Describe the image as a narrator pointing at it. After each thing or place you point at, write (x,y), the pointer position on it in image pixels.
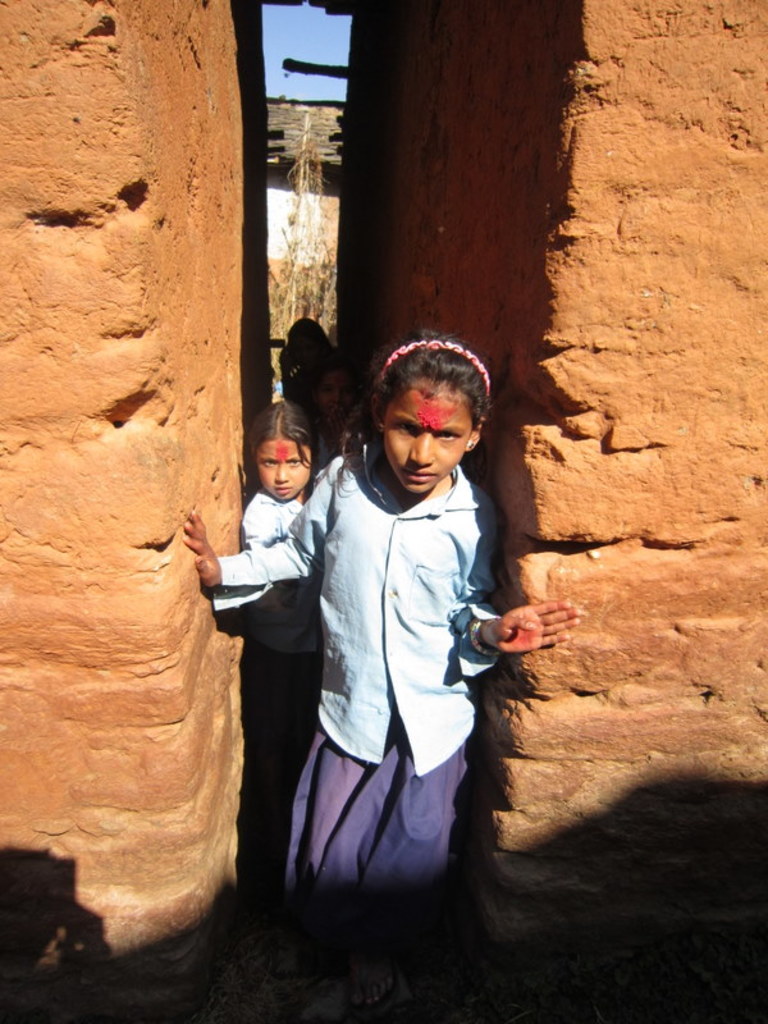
In the image we can see there are two girls (340,620) standing in between the two buildings (457,232). The buildings (62,273) are made up of red mud (358,267).
